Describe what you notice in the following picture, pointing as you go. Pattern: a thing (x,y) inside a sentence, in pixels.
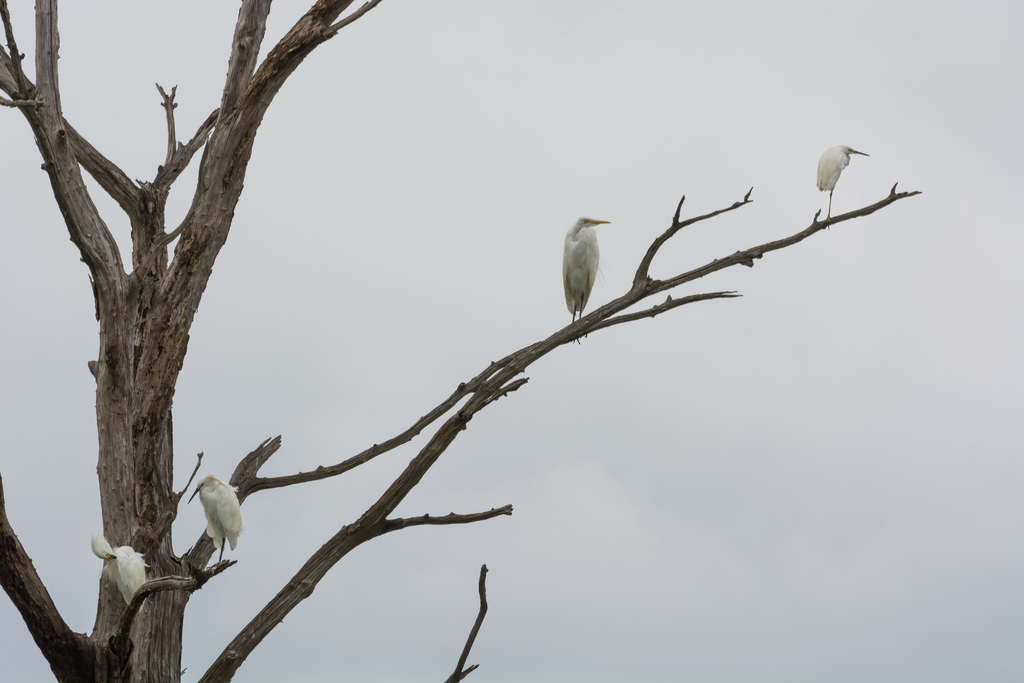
In this image we can see birds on the tree (134,420). In the background (945,288) there is a sky (498,119).
